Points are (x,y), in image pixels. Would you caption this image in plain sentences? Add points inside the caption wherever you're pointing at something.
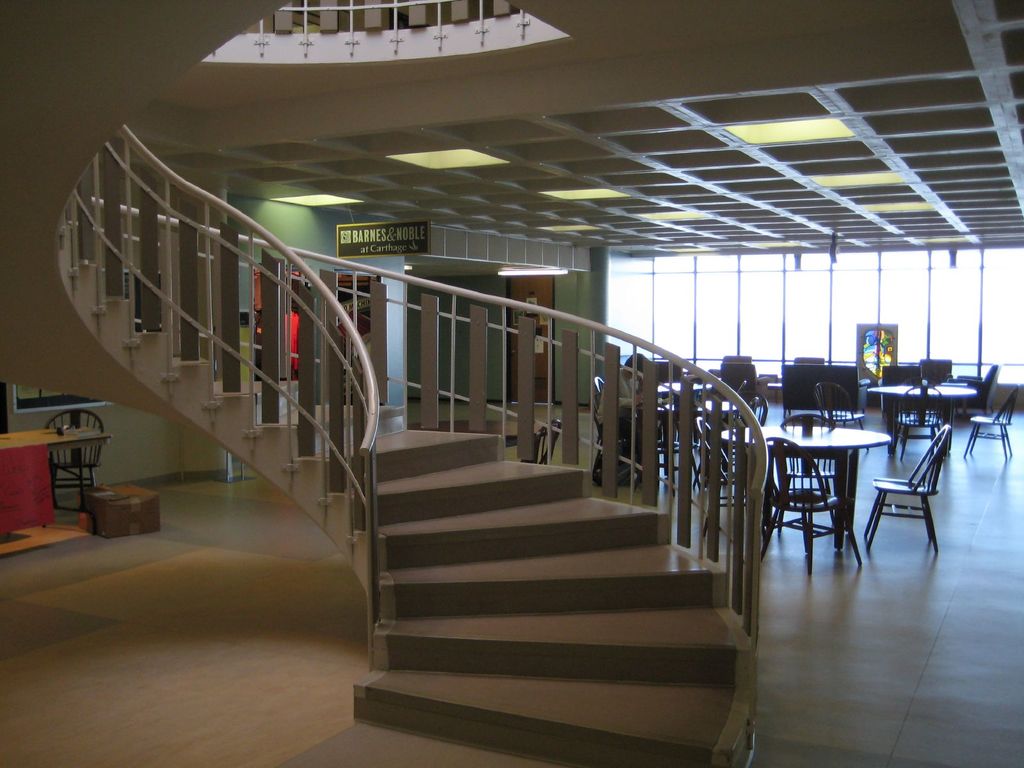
In this picture I can see stairs (680,588), there are tables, chairs (835,503), boards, lights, there is a cardboard box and there are some objects (13,463).
